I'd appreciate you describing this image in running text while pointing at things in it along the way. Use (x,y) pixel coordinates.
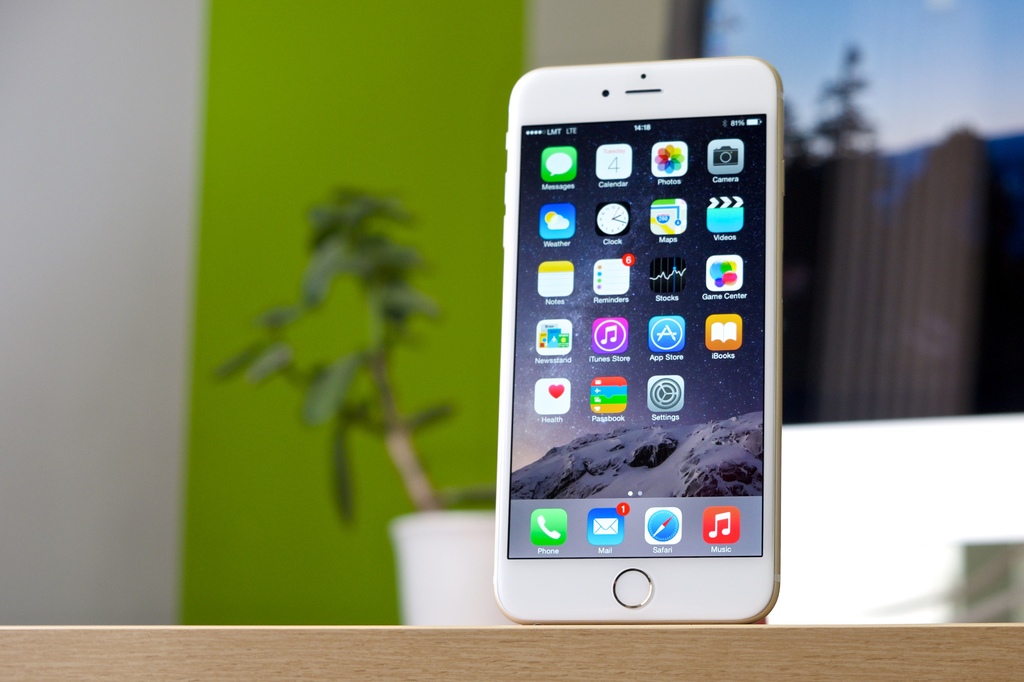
In this image we can see a mobile (777,595). At the bottom (770,646) there is a wooden block (413,660). In the background (391,350) we can see a houseplant (445,501), screen (886,167) and a wall (110,301).
